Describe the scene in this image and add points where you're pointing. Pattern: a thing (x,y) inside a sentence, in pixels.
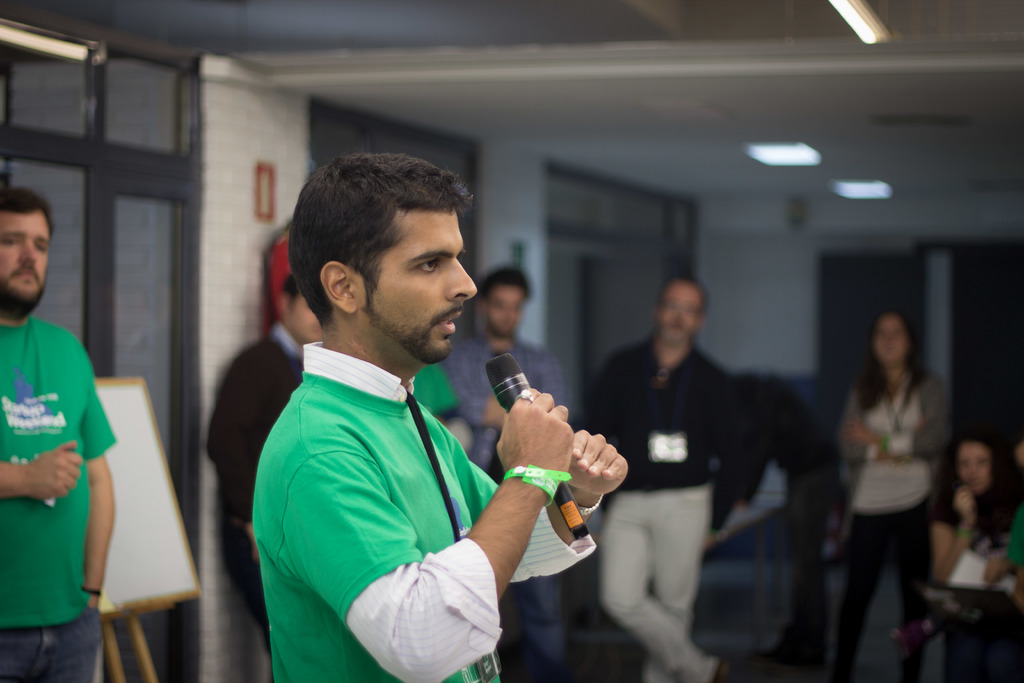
In this image we can see a man (431,432) is standing by holding a mic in the hand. In the background (136,261) there are few persons (68,568) standing on the floor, lights (87,52) on the ceiling (750,147), doors (623,210), a person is sitting and there are other objects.
